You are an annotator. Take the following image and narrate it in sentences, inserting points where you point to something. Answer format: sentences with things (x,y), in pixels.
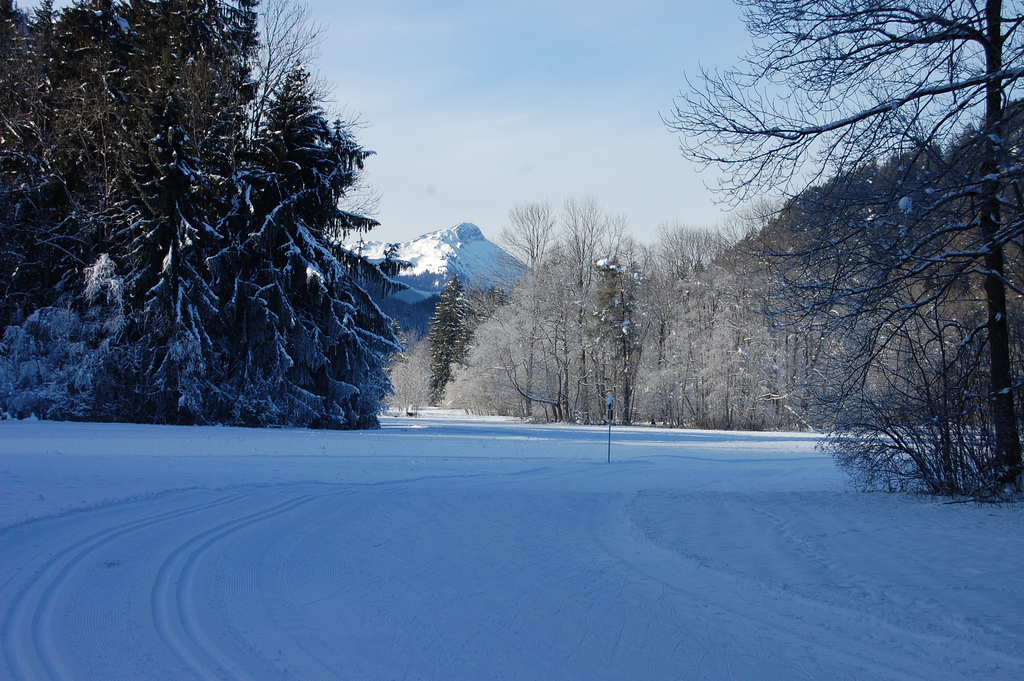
In this image, we can see so many trees (343,398), hill (423,261). At the bottom (896,589), there is a snow (541,605) and pole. Background (598,65) there is a sky (524,123).
